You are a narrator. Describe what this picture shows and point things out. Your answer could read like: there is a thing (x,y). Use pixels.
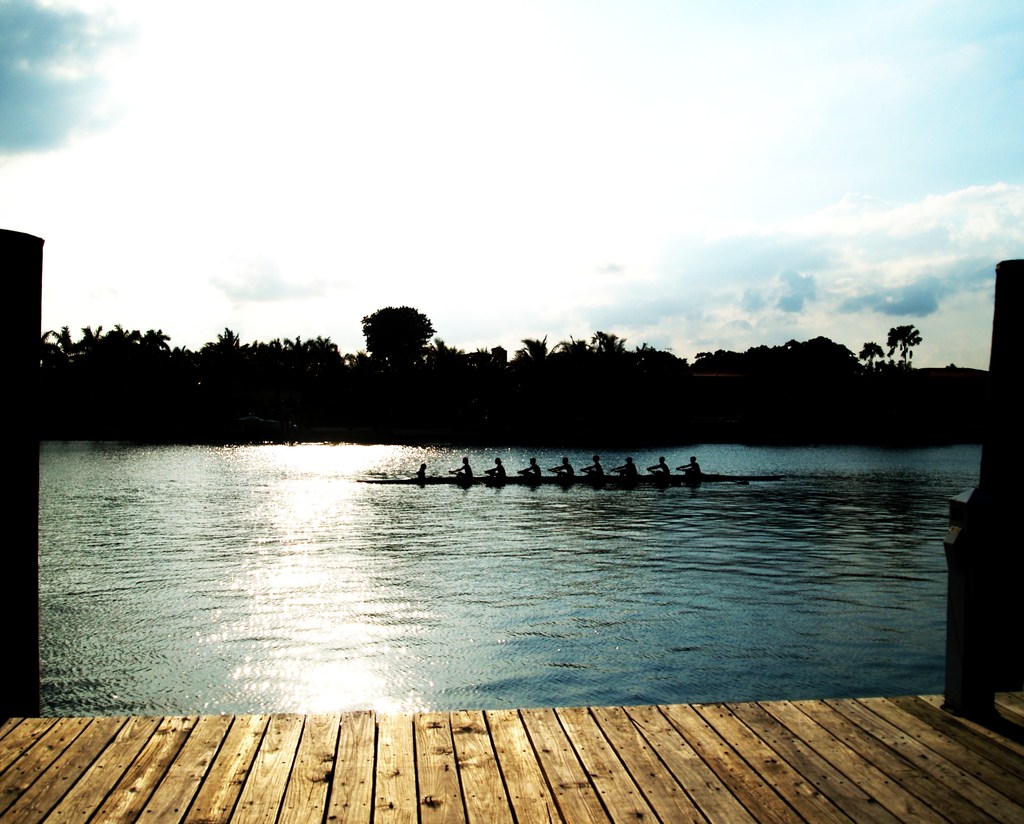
In this picture, it seems like a dock (372,742) in the foreground (544,752), there are people (667,466) on the boat (521,483), trees (534,425) and the sky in the background (456,234).
